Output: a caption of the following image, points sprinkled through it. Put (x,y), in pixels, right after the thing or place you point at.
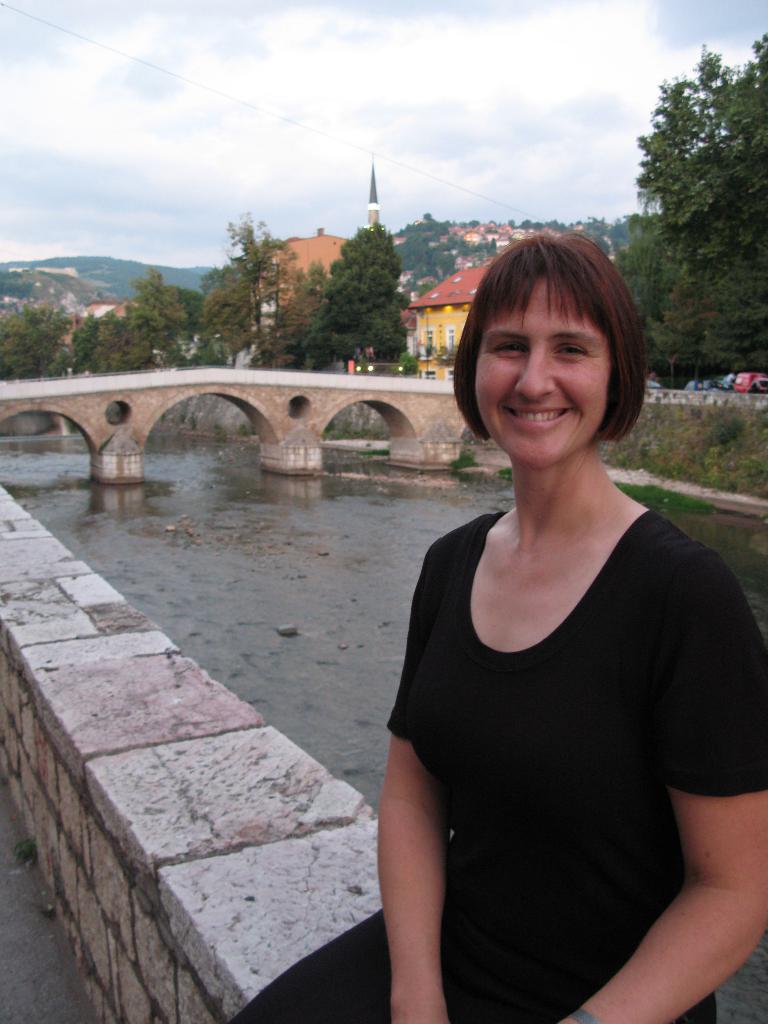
In the picture I can see a woman (466,702) wearing a black color dress (584,811) is sitting on the stone wall (248,814) and smiling. In the background (210,595), I can see the water (199,477), bridge (140,445), trees (635,284), houses (423,278), hills (86,278) and the cloudy sky (226,216).
